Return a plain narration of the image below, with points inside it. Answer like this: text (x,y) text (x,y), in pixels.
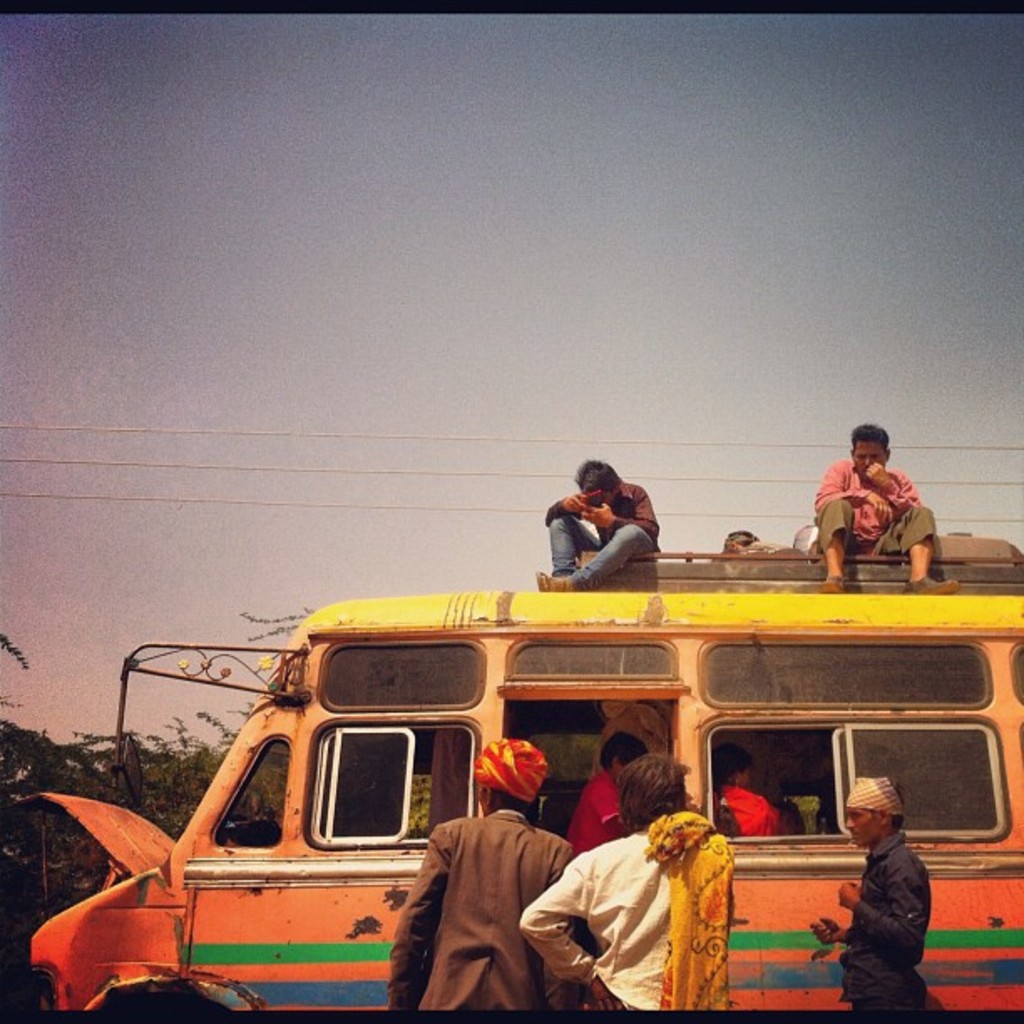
In this image I can see vehicle (293,847), few trees (13,873), few wires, the sky (367,425) and I can also see few people (859,806) where I can see few are sitting over here and few are standing.
